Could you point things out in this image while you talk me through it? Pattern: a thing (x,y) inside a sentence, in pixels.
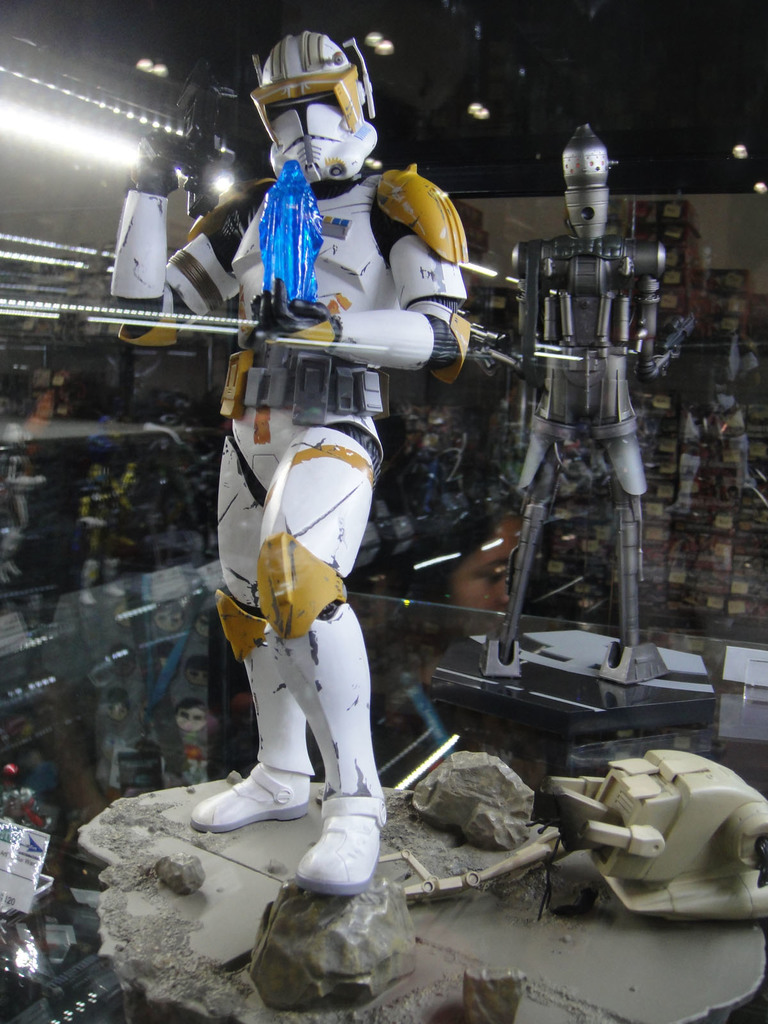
In this picture, we see a robot (294,430) holding a blue color figurine (284,261). Behind that, we see another robot (637,662). In the background (713,499), we see boxes (694,487) At the top of the picture (44,119), we see the lights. On the left side (166,493), we see many robots (117,489). At the bottom of the picture (293,928), we see a stone (347,920) and a machinery equipment (714,806).
